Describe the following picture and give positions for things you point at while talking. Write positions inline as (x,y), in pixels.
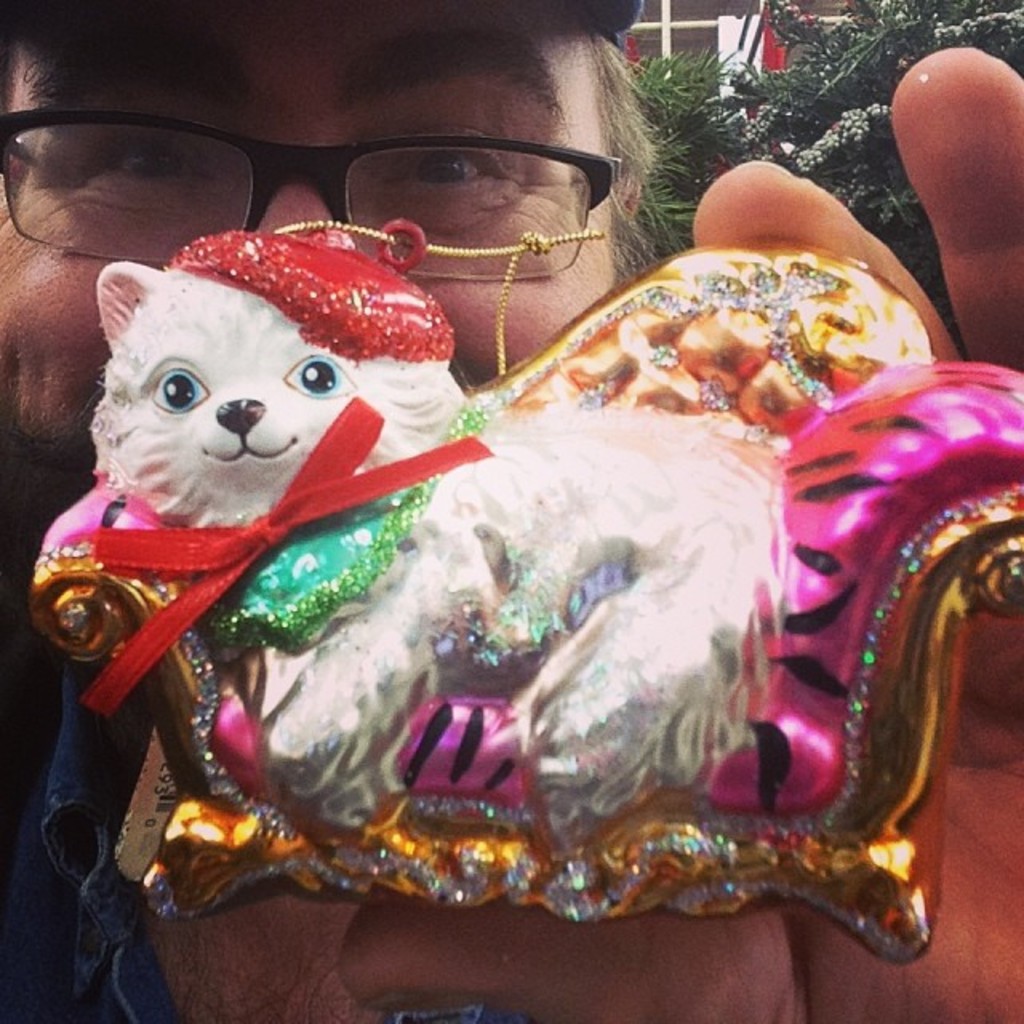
In the picture we can see a person face (85,310) and holding a doll (983,402) in his hand (1001,973) and beside the person (502,170) we can see some plants (938,32).
